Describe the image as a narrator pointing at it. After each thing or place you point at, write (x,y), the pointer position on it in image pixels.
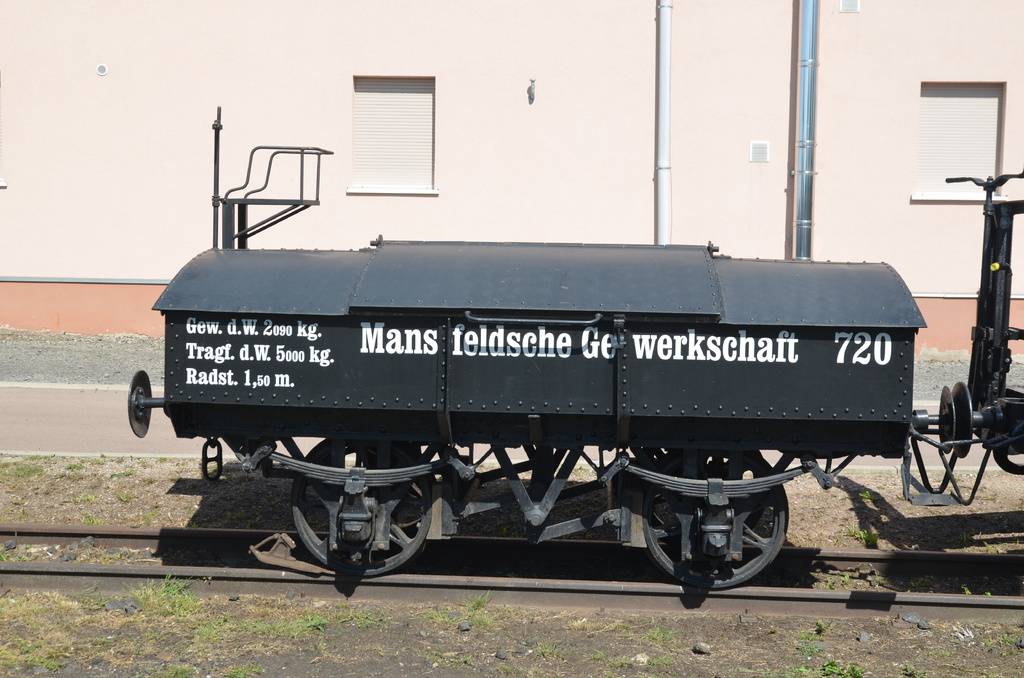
In this picture it looks like a bogie (704,403) on the railway track (897,558), in the background (453,79) it may be the building (604,115). On the right side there are pipes (665,94).
